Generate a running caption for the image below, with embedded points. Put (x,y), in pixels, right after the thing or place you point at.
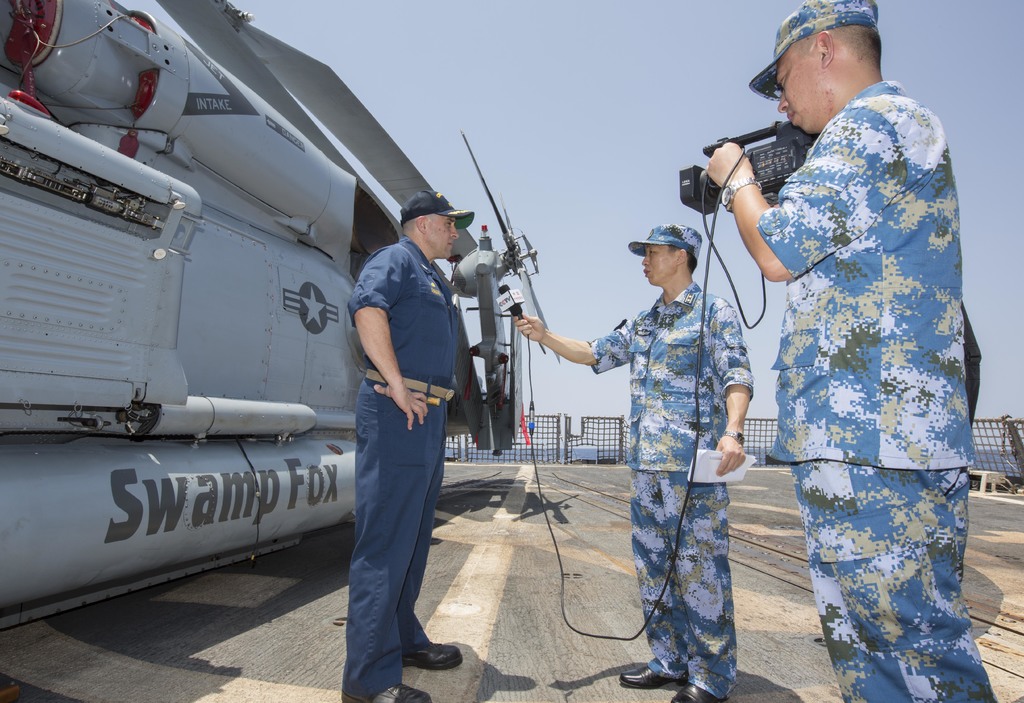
In the background (728,53) we can see sky (678,157), railings (981,444). We can see two men (815,306) in the same attire (788,312) wearing caps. Among them one is holding a video recorder (748,140) and other is holding a mike (510,295) in one hand (542,330) and papers (709,473) in the other hand (726,457). We can see another man (402,631) standing, wearing a cap (445,203).
